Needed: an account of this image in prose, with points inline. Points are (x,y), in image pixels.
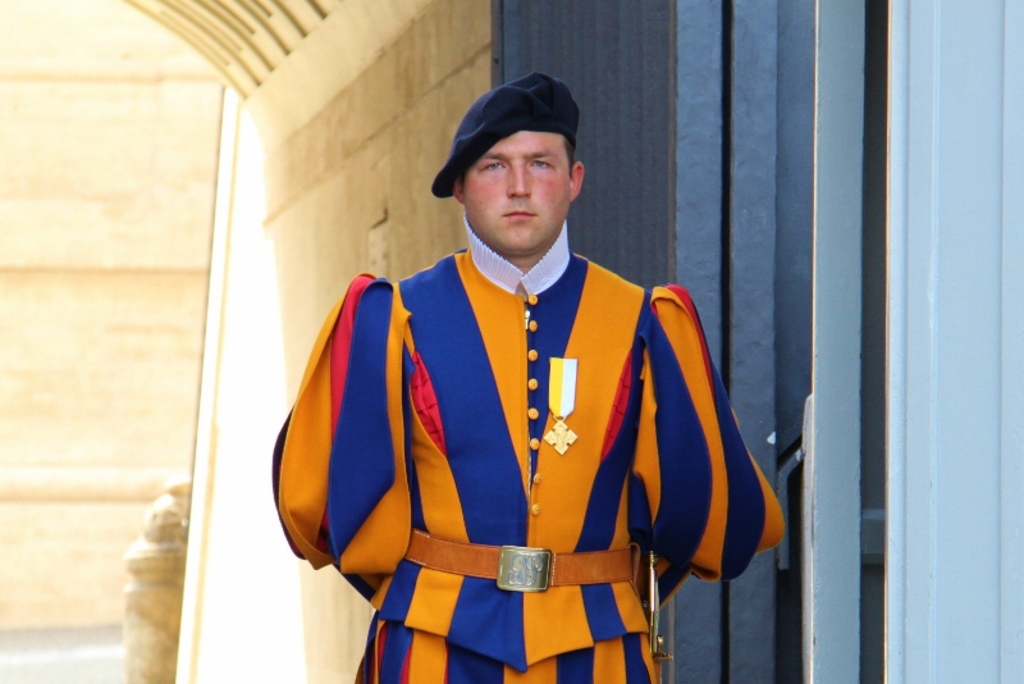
In the image in the center (610,392), we can see one person (505,390) standing and wearing hats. In the background (613,89) there is a wall (77,136), door (948,61) and a few other objects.
